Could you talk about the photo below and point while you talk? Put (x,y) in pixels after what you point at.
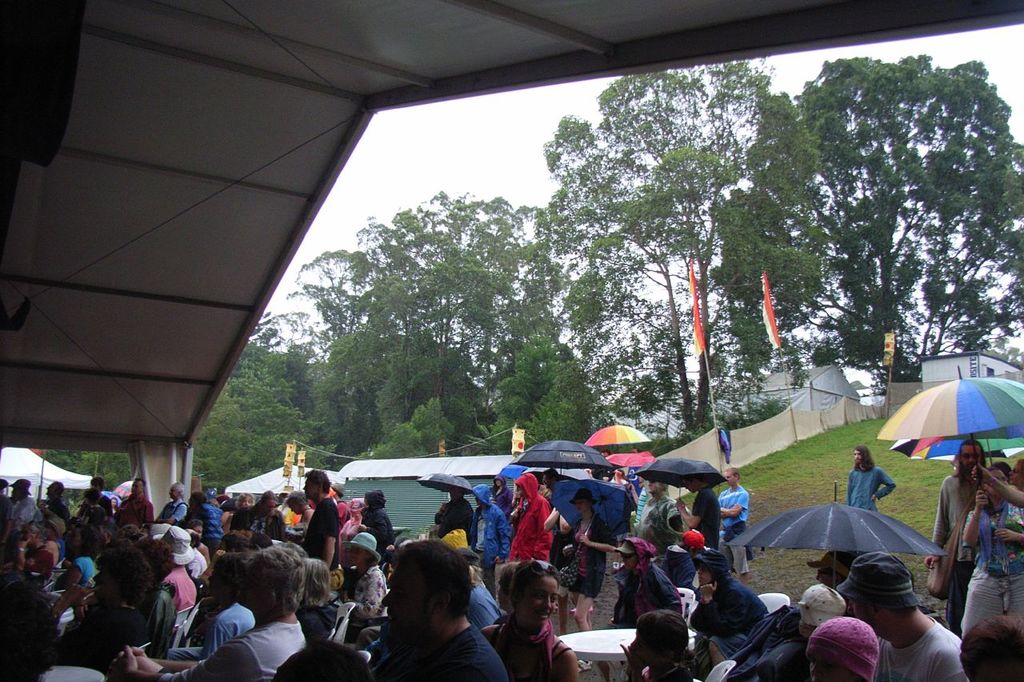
In this picture we can see a group of people (265,619) and few people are holding umbrellas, here we can see tents (951,1), flags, chairs (346,620) and in the background (874,101) we can see trees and the sky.
